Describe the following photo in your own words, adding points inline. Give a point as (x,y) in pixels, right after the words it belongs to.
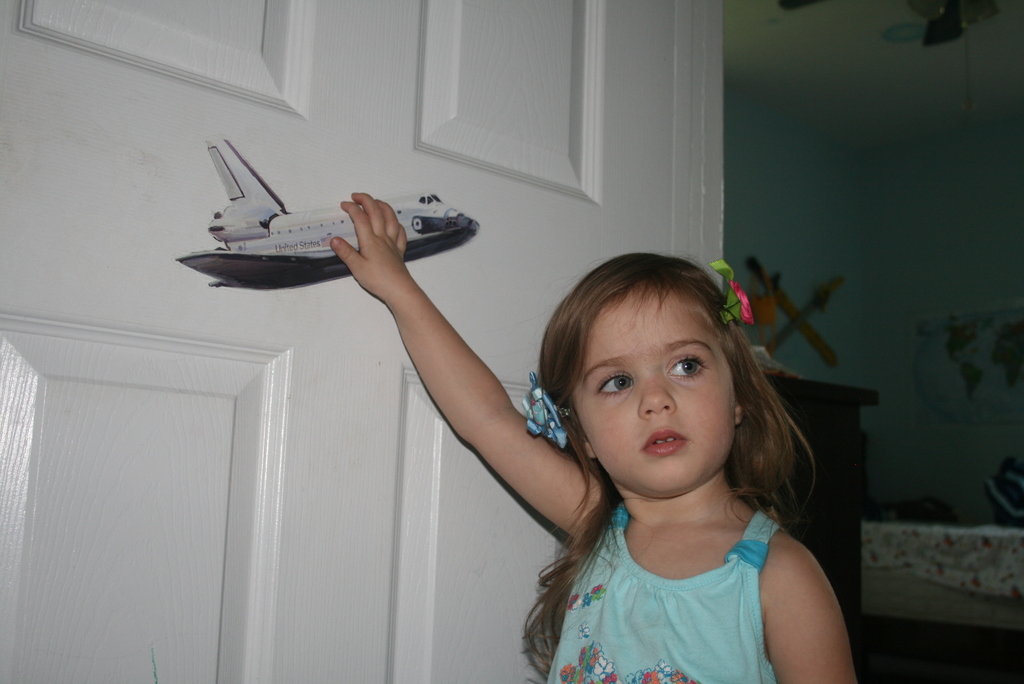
In this image, we can see a kid (741,499) wearing clothes (730,623) and holding an airplane toy (329,272). There is door (320,202) in the middle of the image (600,254). There is a wall (889,303) on the right side of the image (889,315).
